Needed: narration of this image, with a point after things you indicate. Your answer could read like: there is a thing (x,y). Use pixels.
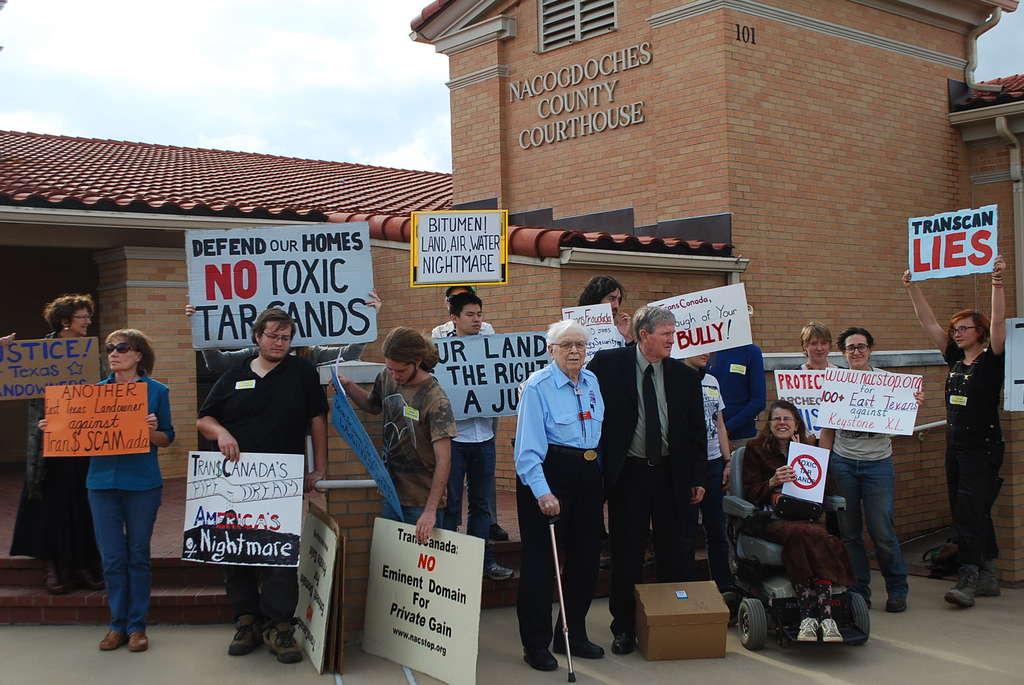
In this image, we can see persons (635,376) wearing clothes (541,450) and holding boards (355,284) with their hands (370,296). There is a person (761,457) in the bottom right of the image (815,547) sitting on the wheelchair (770,607) beside the box (705,613). There is a shelter house (637,188) in the middle of the image (508,284). There is a sky (345,43) at the top of the image (375,13).
